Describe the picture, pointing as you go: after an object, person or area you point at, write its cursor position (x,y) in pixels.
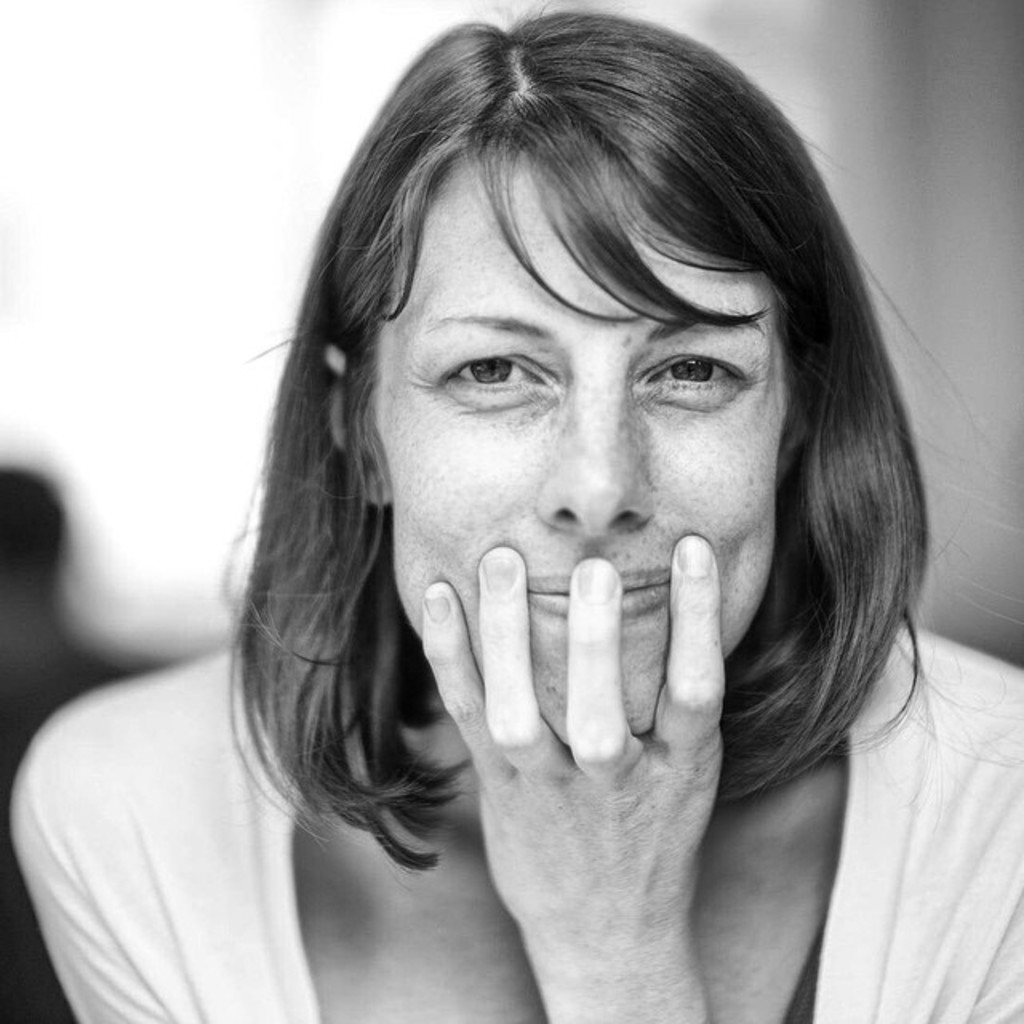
This is the black and white picture of a woman (477,551).
